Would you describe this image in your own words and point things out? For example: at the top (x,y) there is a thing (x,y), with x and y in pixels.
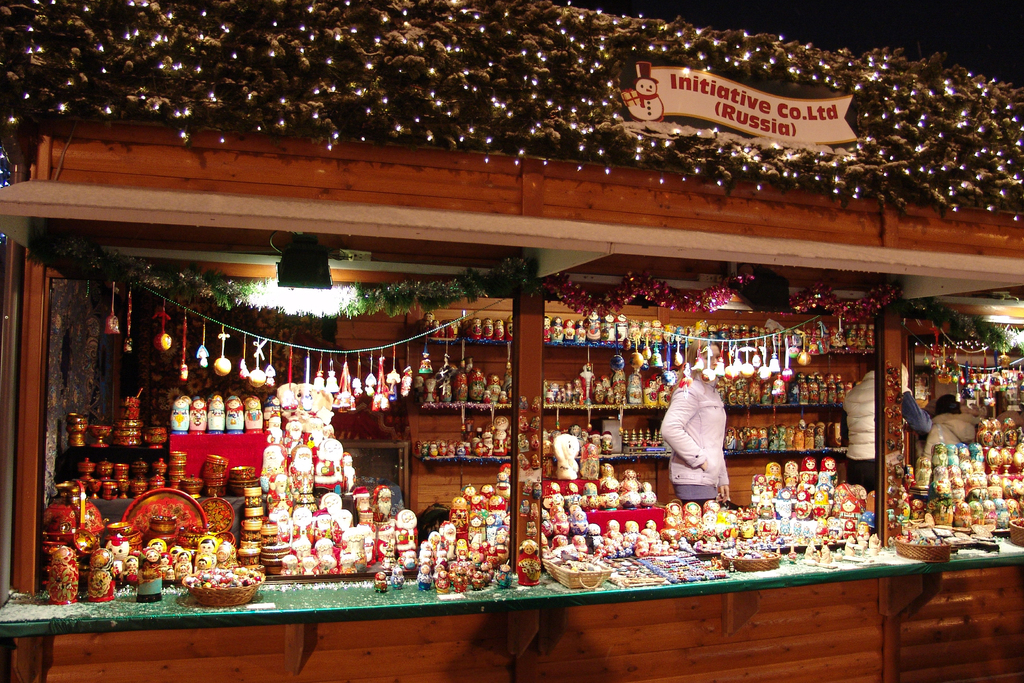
In this picture we can see a store (777,422), there are some dolls (291,460), baskets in the store (298,400), we can see two persons (699,432) in the middle (682,449), in the background (792,446) there are shelves (764,446), there are some things (628,432) present on these shelves (567,392), we can see ribbons (266,295) in the front (284,303), there are some lights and text (743,95) at the top of the picture (733,110).
